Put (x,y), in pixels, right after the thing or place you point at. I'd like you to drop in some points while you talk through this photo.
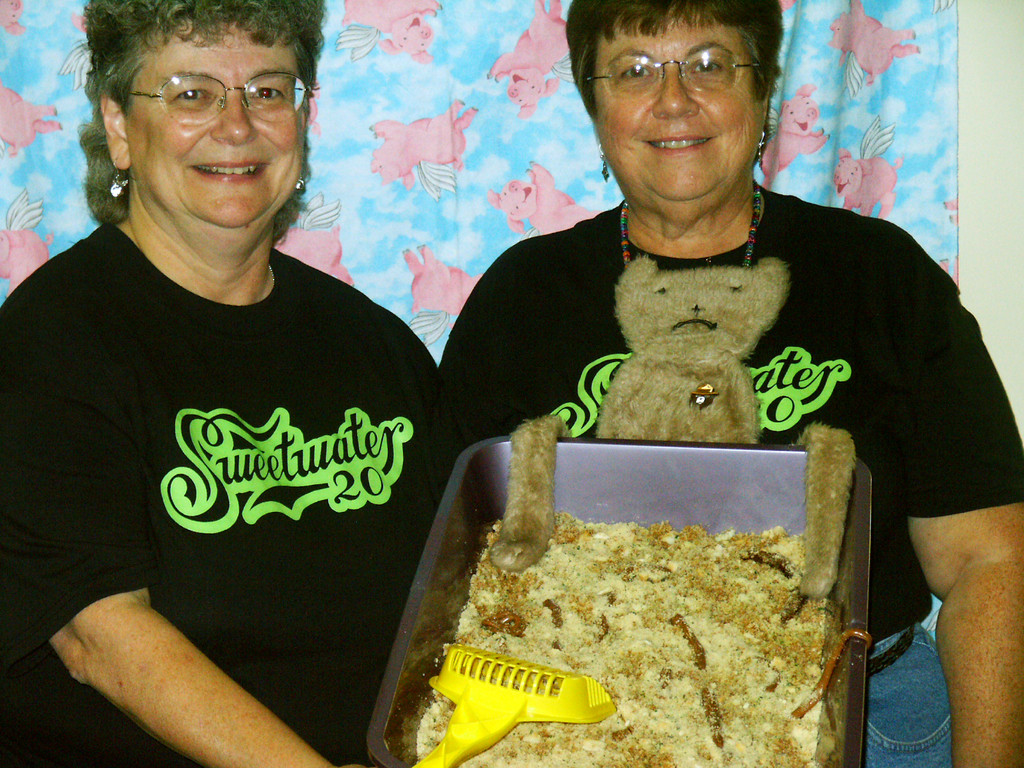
In this image we can see there are two women (295,404) standing with a smile (241,180) on her face (236,213) and they are holding a litter box (481,519) with some stuff (592,641) on it.
